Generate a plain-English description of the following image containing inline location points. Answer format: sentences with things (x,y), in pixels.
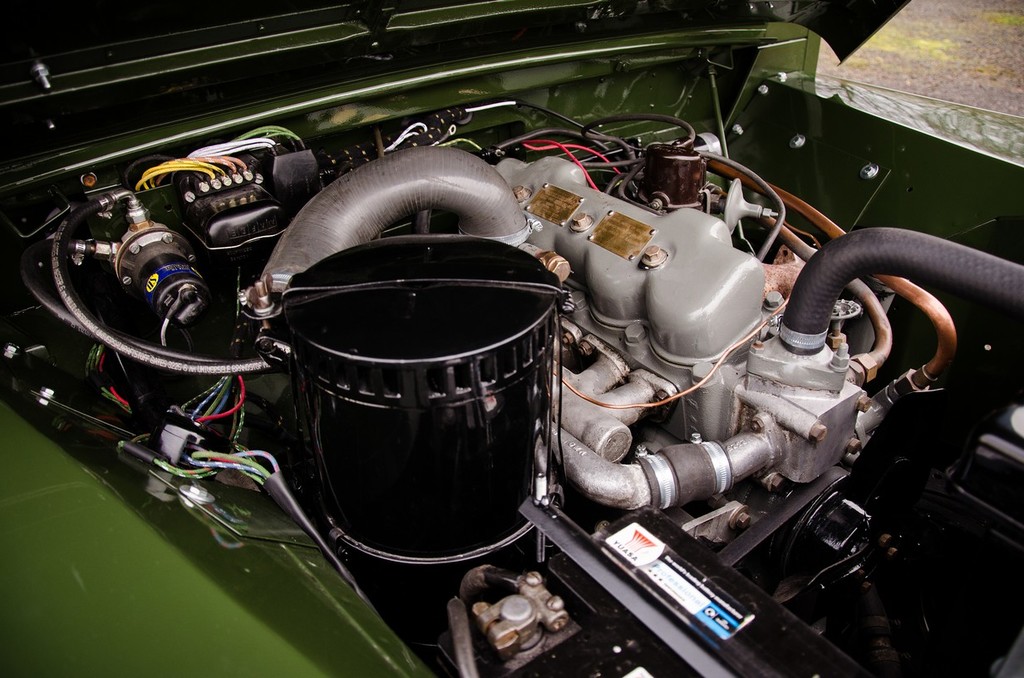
In the foreground of this image (251,65), at the top (274,62), there is the hood (323,34) of a vehicle (629,92) and also we can see few parts (558,464) and the body (220,605) of that vehicle (903,122).
